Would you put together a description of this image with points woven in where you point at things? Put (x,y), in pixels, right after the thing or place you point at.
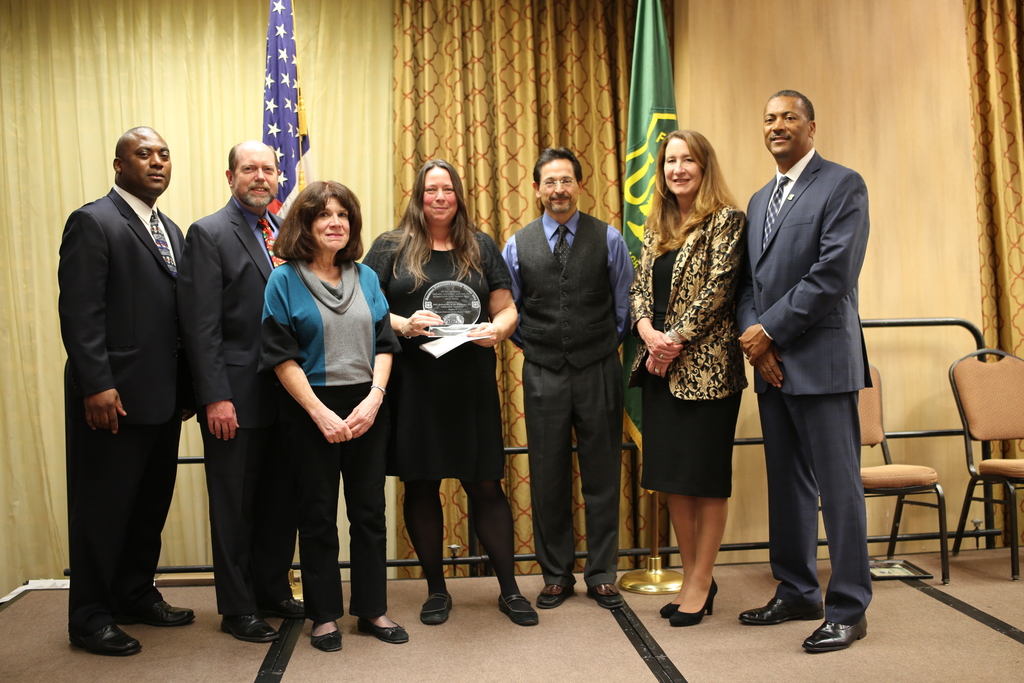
There are persons (222,255) in different color dresses (778,184), smiling and standing on the floor (355,642). One of them is holding a document (437,345) and a glass object (441,332). In the background (278,154), there are two flags (643,91), chairs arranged and there are curtains (385,33).
